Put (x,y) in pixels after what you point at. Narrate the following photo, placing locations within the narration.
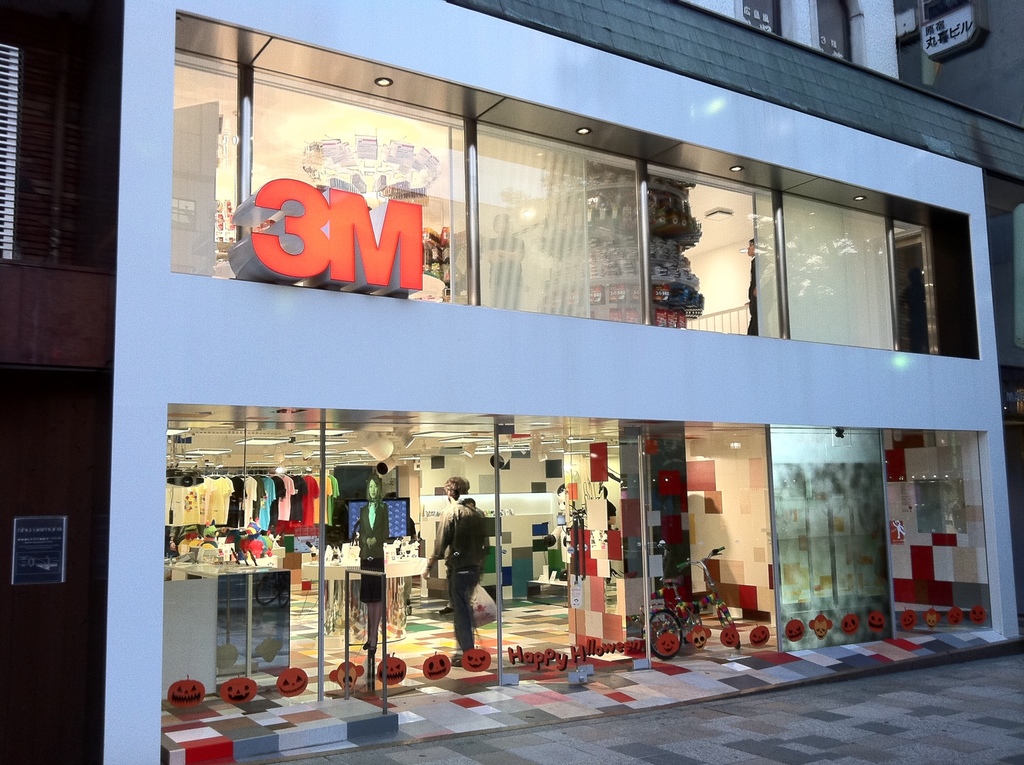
There is a building (422,442) with a glass wall (564,470). Inside the building (592,126) there are dresses (243,481) hanged on the hangers (300,474). Also there is a mannequin (379,533). Also there is a cycle (696,612). On the glass (304,660) there are some pictures (425,669) pasted. Also something written on the glass (220,679).
